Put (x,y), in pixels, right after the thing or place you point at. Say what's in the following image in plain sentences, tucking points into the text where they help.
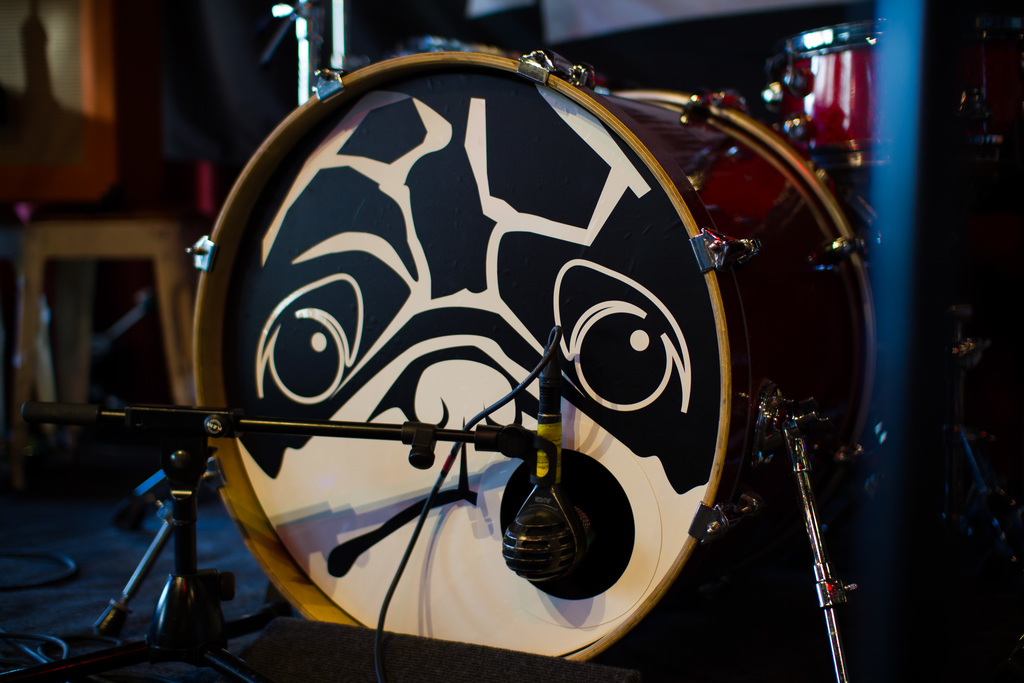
We can see drums (577,87), microphone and stands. In the background (57,440) it is blurry and we can see chair (176,359).
